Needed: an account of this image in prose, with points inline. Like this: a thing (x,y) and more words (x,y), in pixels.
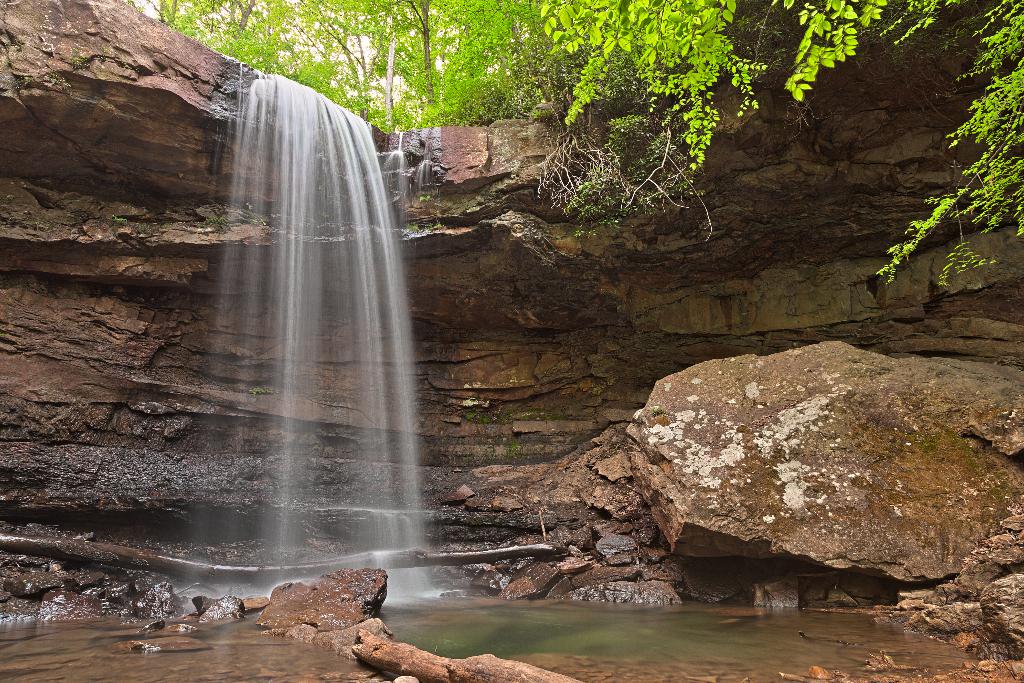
This picture is clicked outside the city. In the foreground (668,646) we can see the rocks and a water body (449,595). In the center (391,256) we can see the waterfall (318,209). At the top (473,94) we can see the trees (486,22) and plants (627,96).
